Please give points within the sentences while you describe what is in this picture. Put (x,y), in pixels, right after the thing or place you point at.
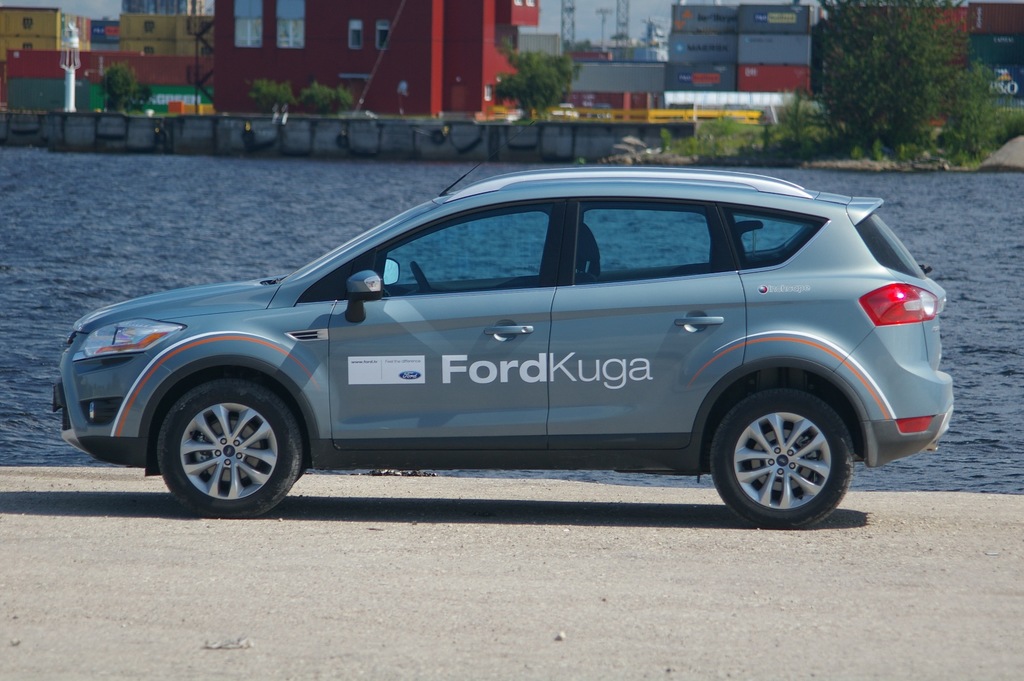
In this image in the center (542,299) there is one car (580,416), at the bottom (730,572) there is a walkway (771,561) and in the background (968,417) there is a river (294,181) buildings (394,32), trees (885,82) and some towers (563,22).
